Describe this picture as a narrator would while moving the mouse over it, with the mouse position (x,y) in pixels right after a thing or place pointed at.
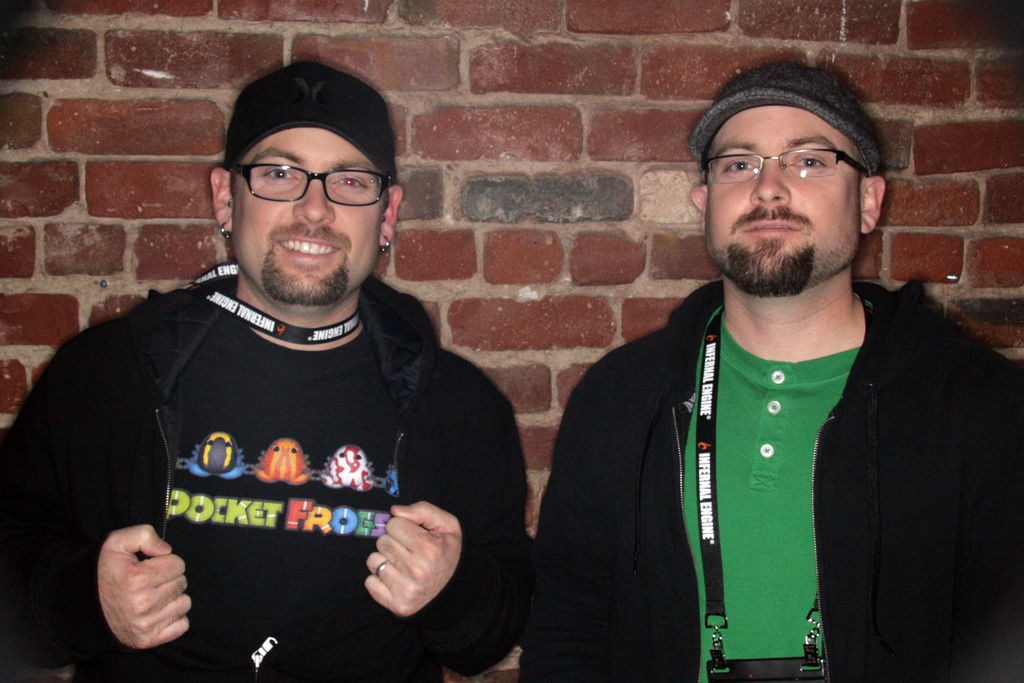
In this image we can see two persons (458,524) wearing the glasses (832,157) and one of the person (270,427) is smiling. In the background (580,238) we can see the brick wall (584,134).
